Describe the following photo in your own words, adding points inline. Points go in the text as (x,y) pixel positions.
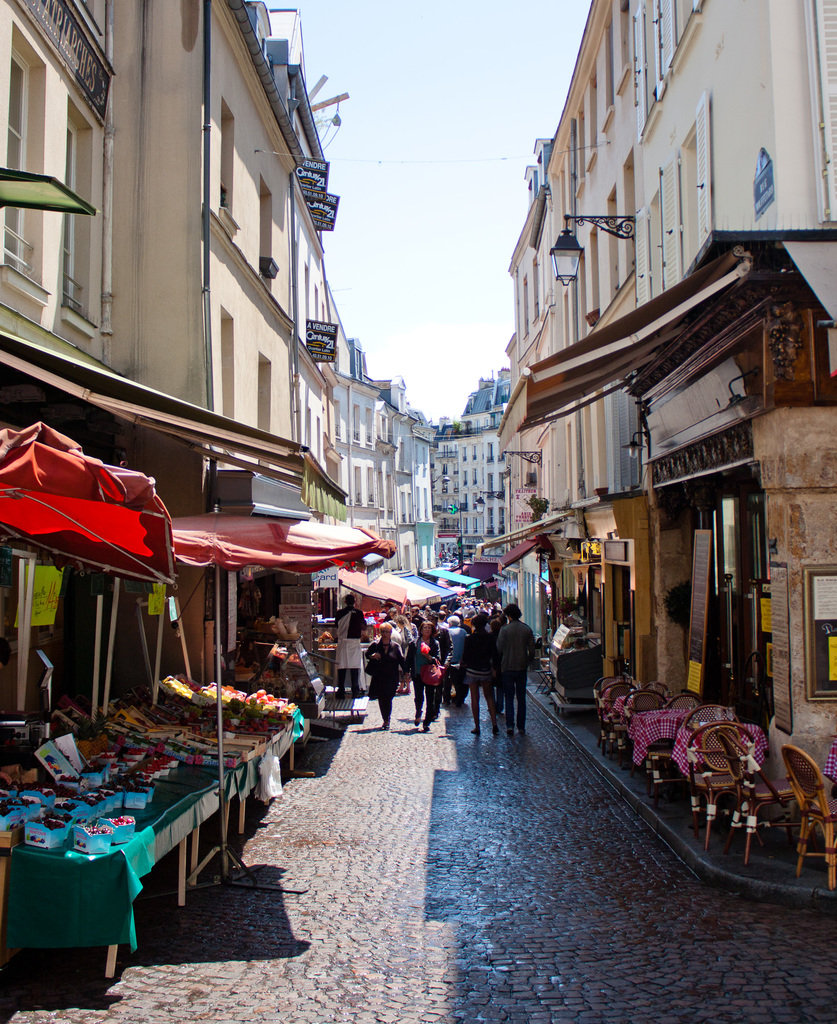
In this picture we can see group of persons (525,667) walking on the street (496,753). Here we can see shop (292,676). On the bottom left corner (256,723) we can see the boxes (77,823), fruits (206,711), papers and other objects (32,770) on the table (225,785). On the right (723,711) we can see chairs (729,764) and tables (681,757) near to the door (747,674). In the background (607,482) we can see buildings (476,437). Here we can see street lights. At the top (476,138) there is a sky (449,122).
